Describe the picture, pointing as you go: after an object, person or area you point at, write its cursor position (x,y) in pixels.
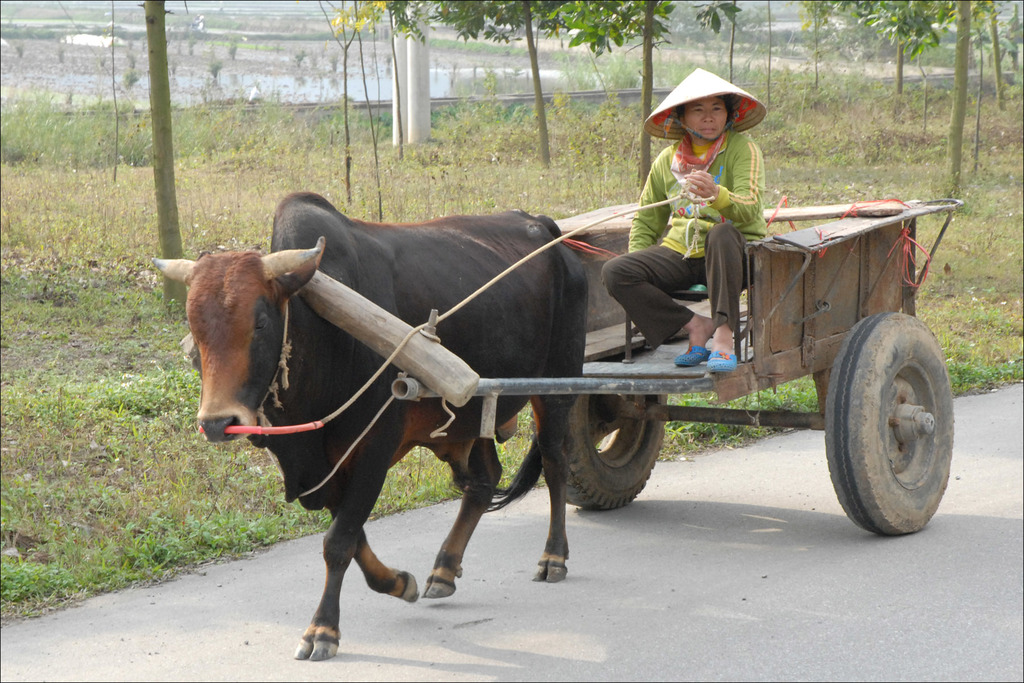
In the foreground of this picture (639,413), there is a bull cart (735,378) moving on the road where a woman (749,185) is sitting on it. In the background (691,42), there are trees (345,98), poles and farming fields (236,72).
